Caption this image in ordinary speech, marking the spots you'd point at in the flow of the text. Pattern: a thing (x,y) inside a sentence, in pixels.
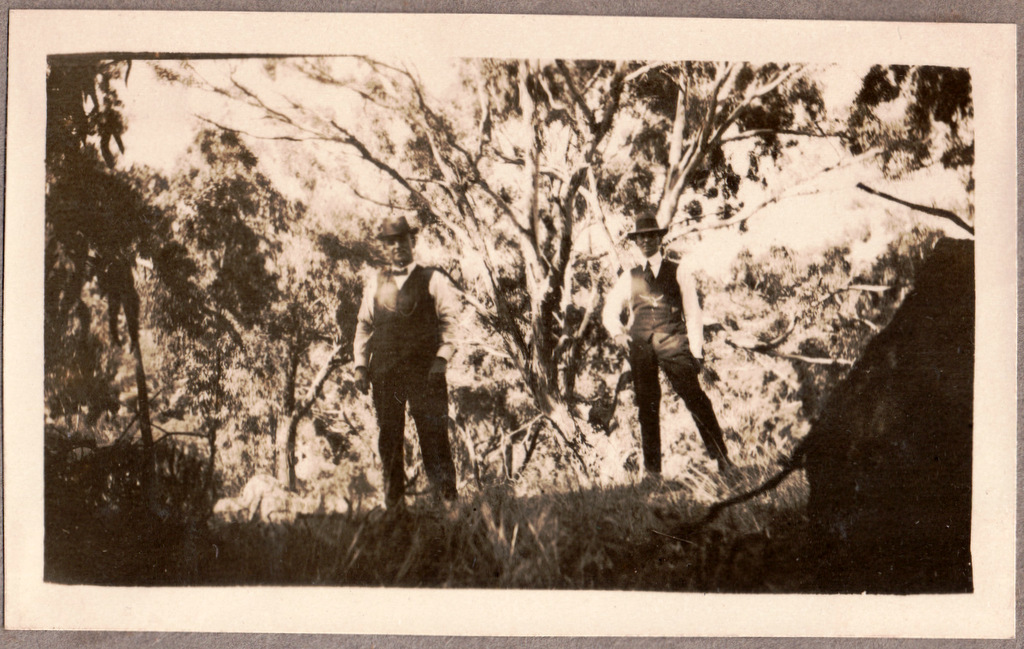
As we can see in the image there are trees (597,206), grass (700,514) and two people (431,319) wearing black color hats (398,232) and black color jackets (639,276).
